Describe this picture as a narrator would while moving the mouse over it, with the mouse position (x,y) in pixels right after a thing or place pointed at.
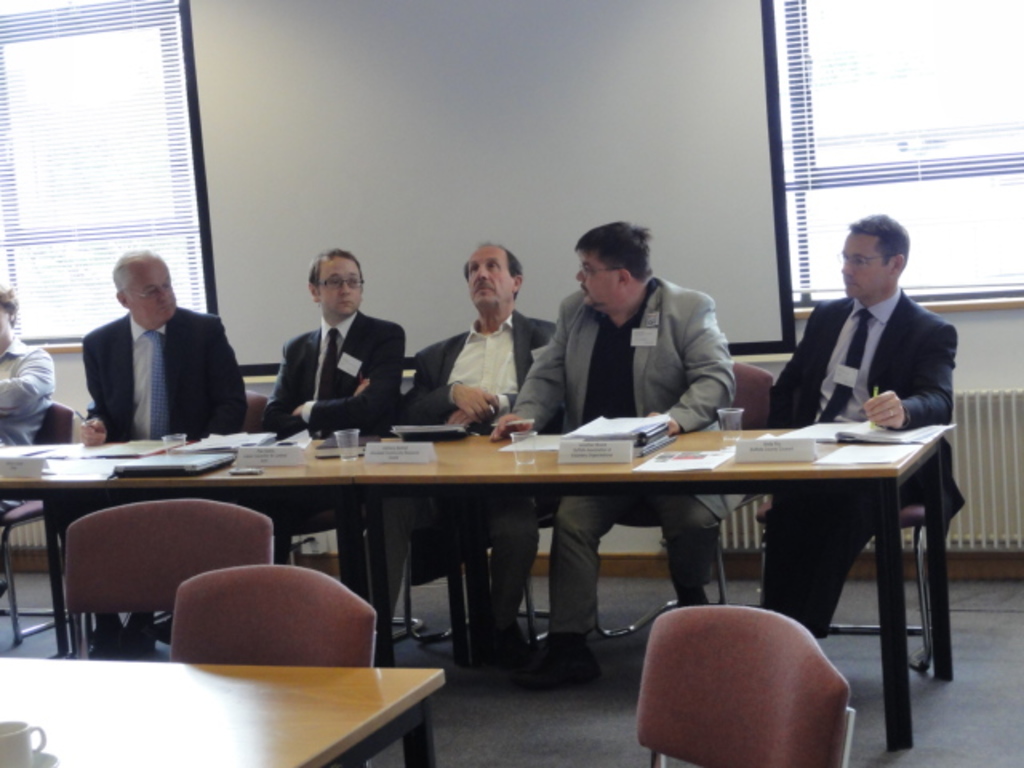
this picture shows a group of people (854,363) seated on the chairs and we see few books (395,435) glasses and papers (280,448) on the table (346,462) and we see few chairs (217,585) and table (58,755) on the side and we see blinds (127,167) to the windows (795,12).
